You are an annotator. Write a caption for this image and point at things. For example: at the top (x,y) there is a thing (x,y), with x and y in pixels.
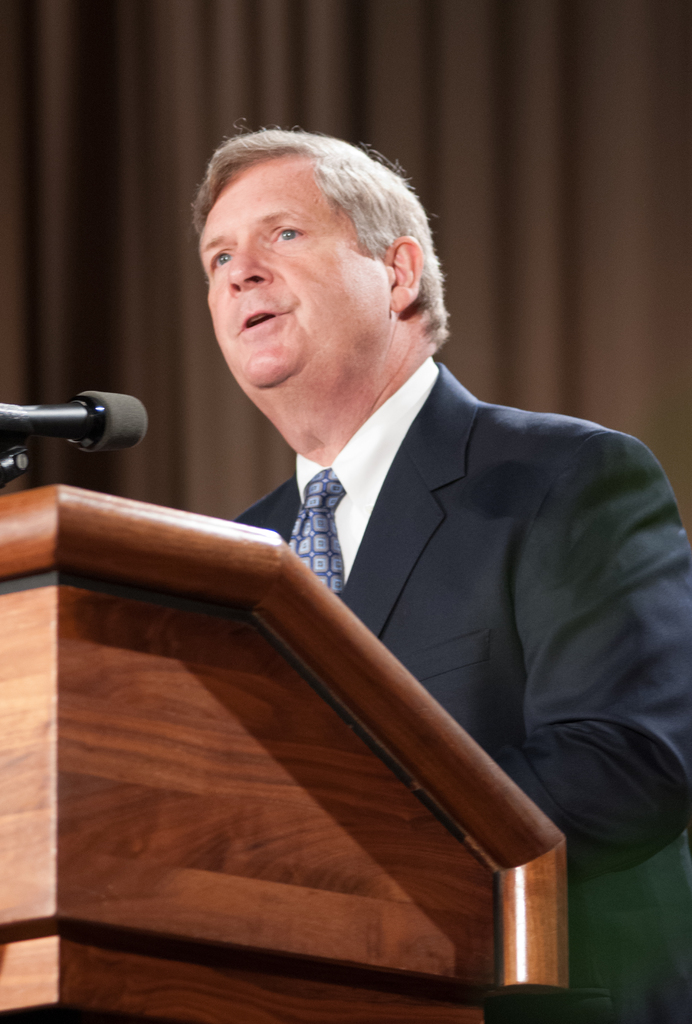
In the picture there is a man (628,513) standing at the podium (326,614) and speaking. He is dressed neatly in a blue blazer (466,523), a white shirt (355,506) and a tie (319,526). There is microphone (65,426) just in front of him. And there is curtain (27,231) in the background (32,202).
